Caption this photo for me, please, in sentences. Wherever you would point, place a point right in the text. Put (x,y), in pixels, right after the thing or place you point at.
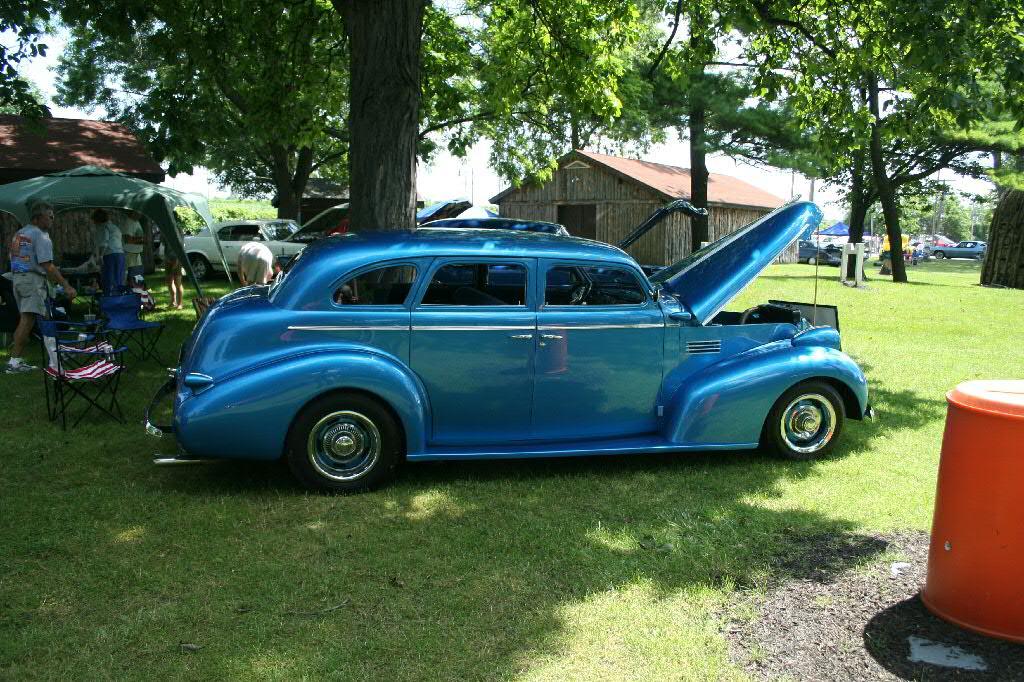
In this image we can see a group of vehicles (564,323), people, trees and houses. At the bottom (444,520) we can see the grass (887,407). At the top (435,186) we can see the sky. On the right side (991,556) we have an orange color object (997,516).
